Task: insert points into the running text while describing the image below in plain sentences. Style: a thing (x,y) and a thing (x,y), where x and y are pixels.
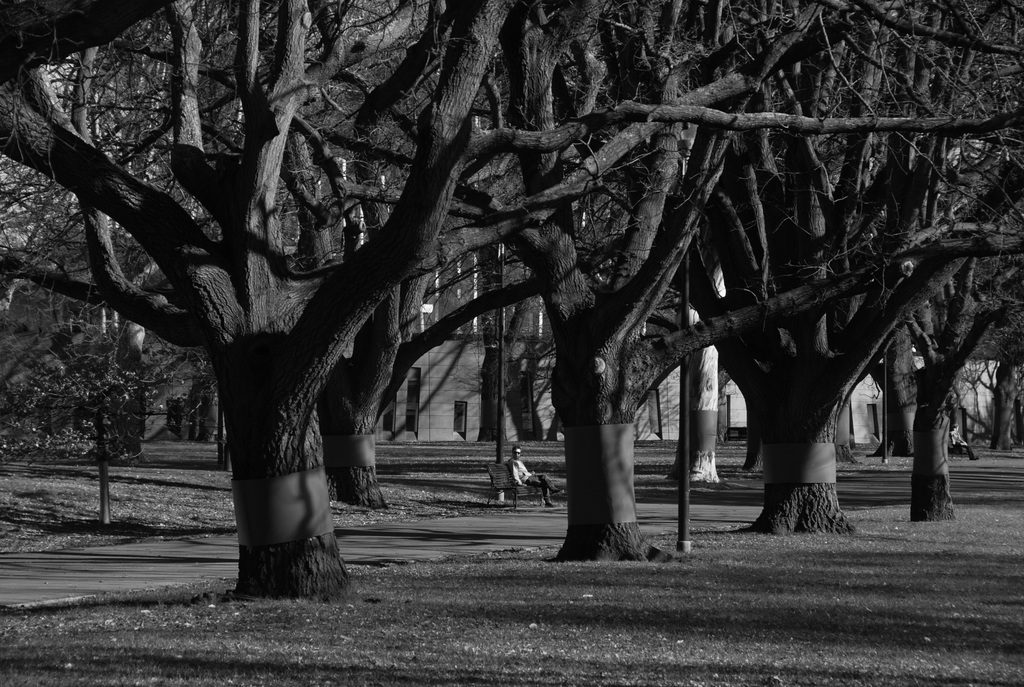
In this picture I can see few trees (464,180) and a man (518,479) seated on the bench (515,487) and I can see few buildings (988,381) and another man (973,454) seated and grass (355,609) on the ground (640,615).
